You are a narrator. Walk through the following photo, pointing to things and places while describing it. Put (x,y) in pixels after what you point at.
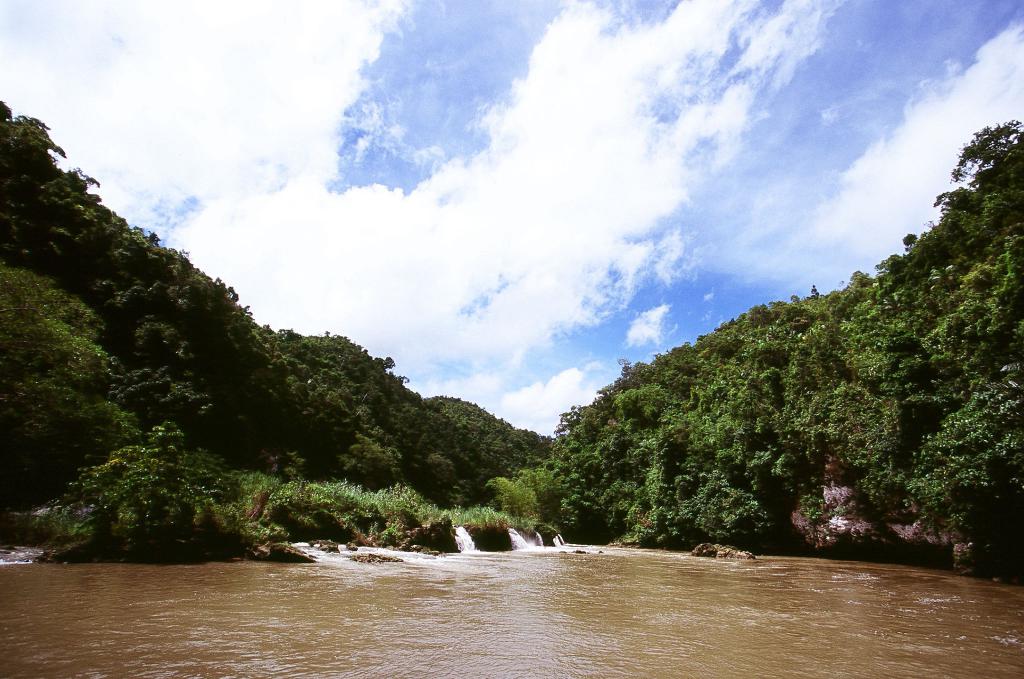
In this image at the bottom (440,604) there is a river (501,582), and in the center (396,404) there are some trees (466,440) and there is a water fall (525,547). At the top (637,122) there is sky (668,214).
